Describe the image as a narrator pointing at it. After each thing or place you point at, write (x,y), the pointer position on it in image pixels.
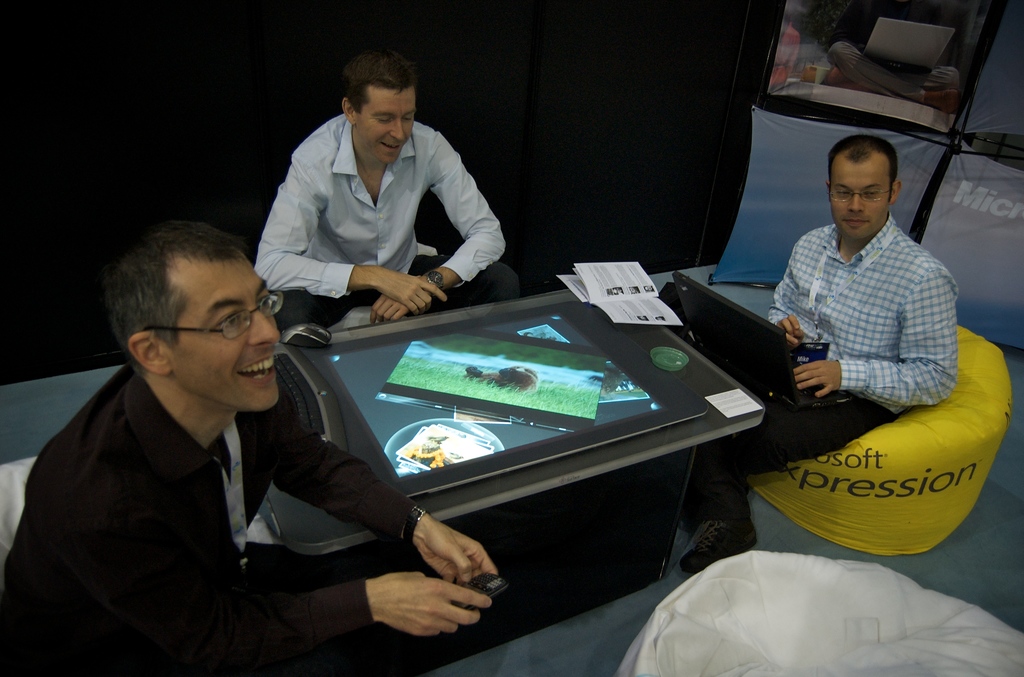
In this image we can see three persons (446,158) sitting in front of a table (518,447). One person (226,470) wearing spectacles (238,325) and black shirt (143,510). On the table (654,384) we can see a screen (394,420), keyboard (298,403), mouse (315,331) and a book (614,299).
